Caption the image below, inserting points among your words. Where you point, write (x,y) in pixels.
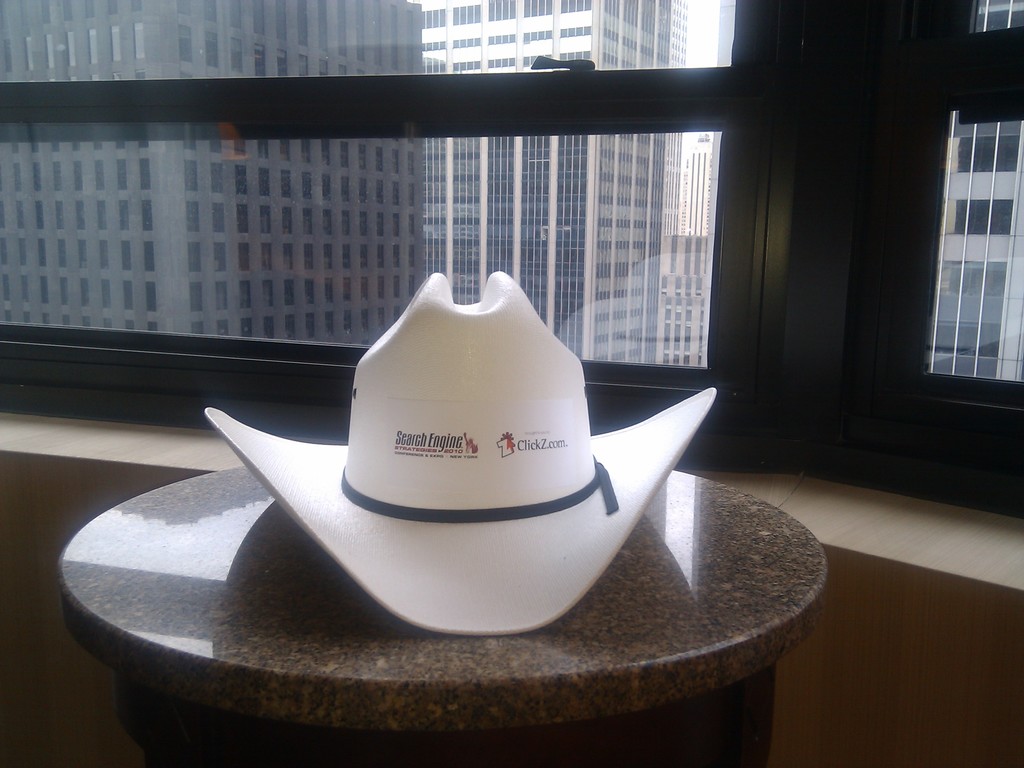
In the middle of this image (648,494), there is a white color cap (368,540) placed on a table (103,532). Behind this table (625,597), there are glass windows (401,297). Through these glass windows (348,290), we can see there are buildings (300,24), which are having windows (569,171).
